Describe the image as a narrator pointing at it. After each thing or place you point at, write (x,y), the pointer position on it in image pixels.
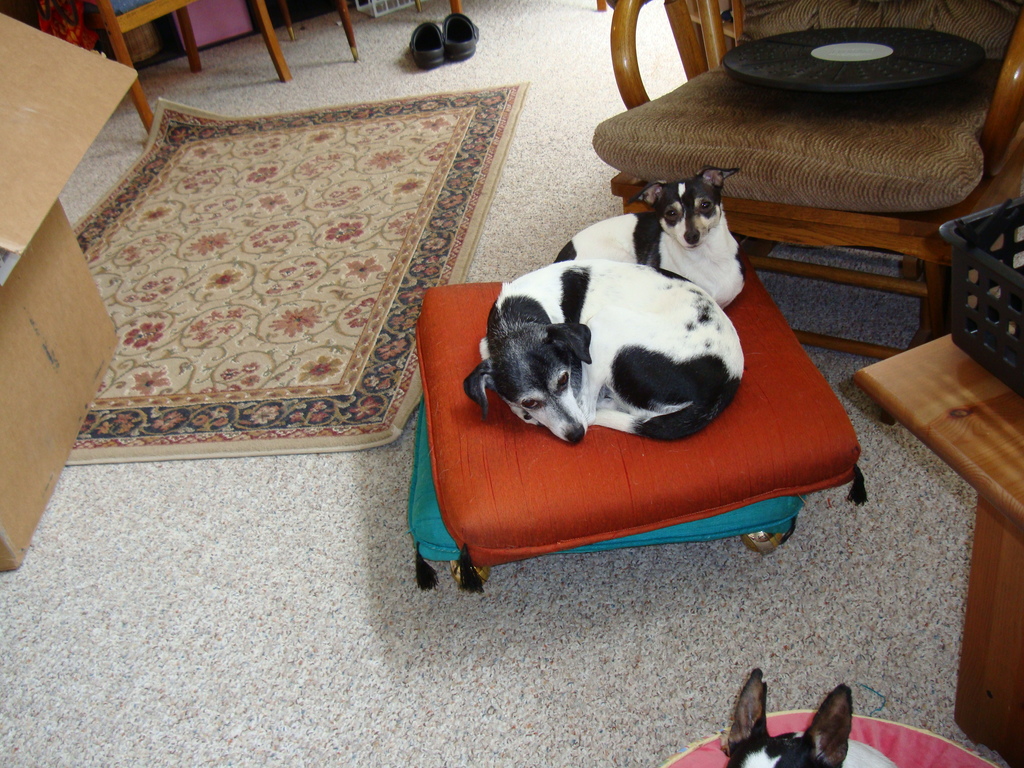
In the image we can see there are cushions (626,525) on which the two dogs (690,385) are sitting and the dogs (643,357) are in black and white colour and behind them there is a chair (814,183) and beside the chair (612,130) there is a door mat (273,237).
